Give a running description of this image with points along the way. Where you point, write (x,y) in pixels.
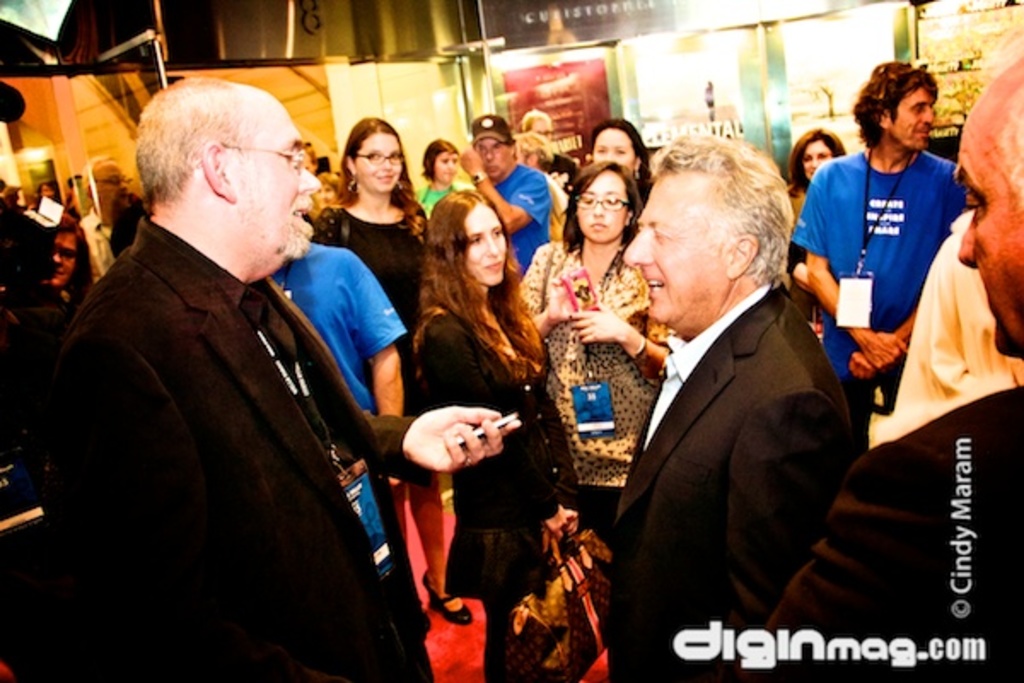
In this image we can see some people (811,501) standing, one object (566,630) on the ground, some people (621,483) holding some objects (578,626), some text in the bottom right side of the image (973,550), two objects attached to the wall (359,111) looks like poles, some banners (866,45) with text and images (962,19) attached to the wall (178,42).
